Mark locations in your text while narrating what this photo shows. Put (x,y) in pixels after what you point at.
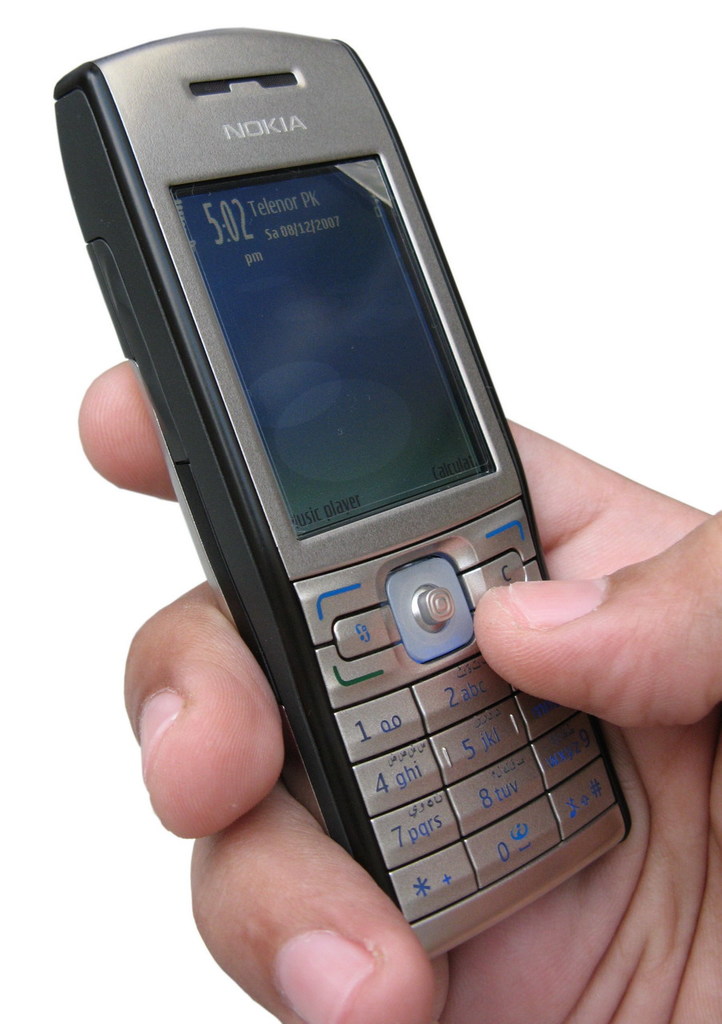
In the center of the image (355,657) a person hand (675,796) and a mobile (335,632) is there.
